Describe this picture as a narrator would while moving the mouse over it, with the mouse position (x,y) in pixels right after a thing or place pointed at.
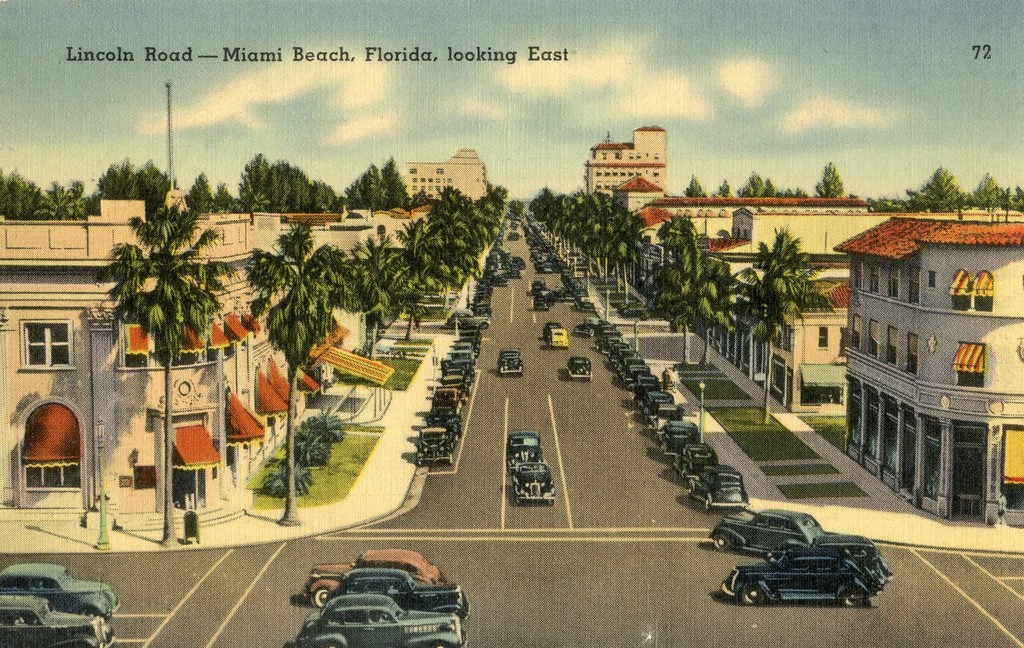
This is a poster. On the road (148,647) there are vehicles (503,273) parked and few vehicles (340,593) are moving on the road (580,532). To the either side of the road (483,353) we can see buildings (120,356), trees (307,297), windows (135,354), poles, grass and in the background (332,95) we can see clouds (393,119) in the sky (99,119).
